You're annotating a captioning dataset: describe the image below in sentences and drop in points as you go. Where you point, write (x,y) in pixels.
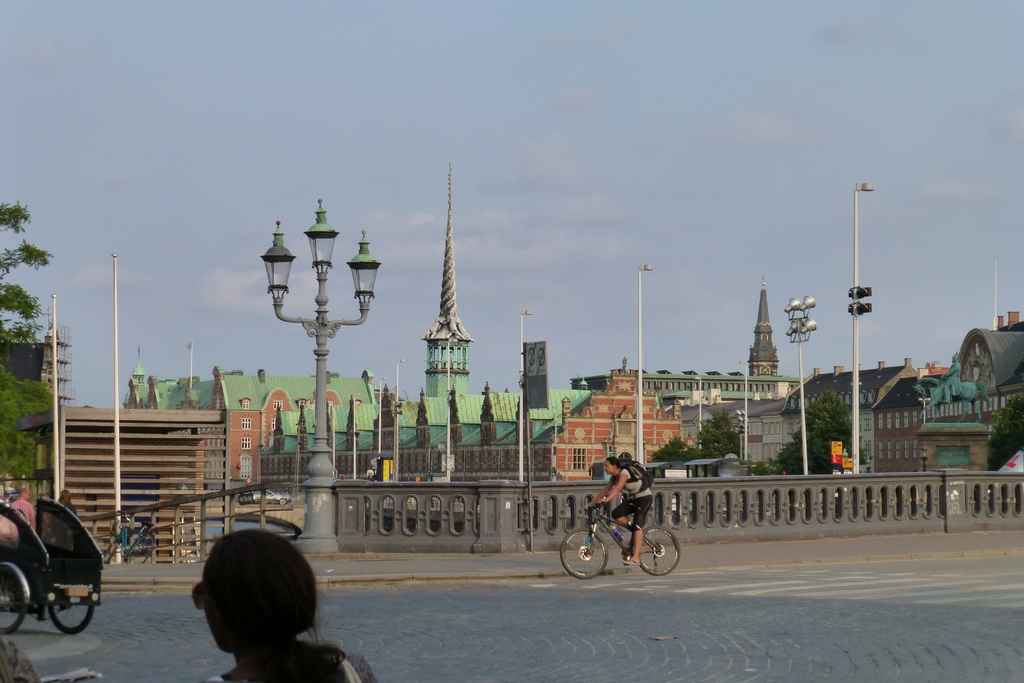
This is an outside view. At the bottom (582,672) there is a road (694,641) and I can see a person's head (243,604). On the left side (65,570) there is a cart (25,588). In the middle of the image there is a person (626,518) riding the bicycle (605,548) on the road (607,624). In the background (349,423) there are many buildings (557,402), poles (320,510) and trees (675,444). At the top of the image (427,40) I can see the sky (210,118).
